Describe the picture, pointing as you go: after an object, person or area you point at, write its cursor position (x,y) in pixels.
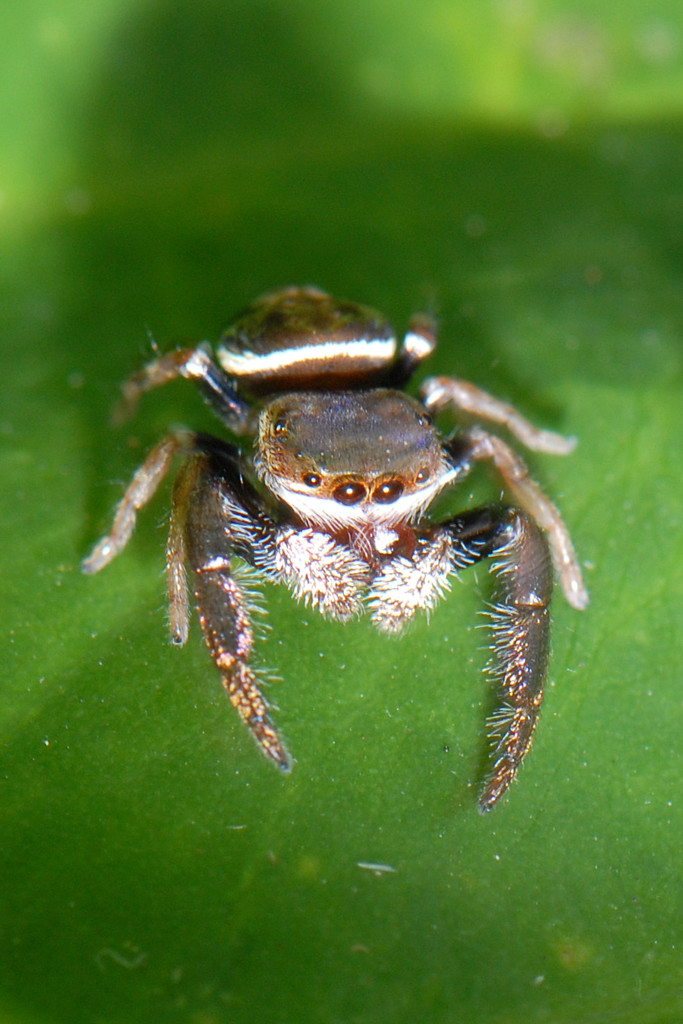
In this image I can see a spider (343,448) which is black, brown and white in color on the green colored object (214,819). I can see the blurry background (486,18).
